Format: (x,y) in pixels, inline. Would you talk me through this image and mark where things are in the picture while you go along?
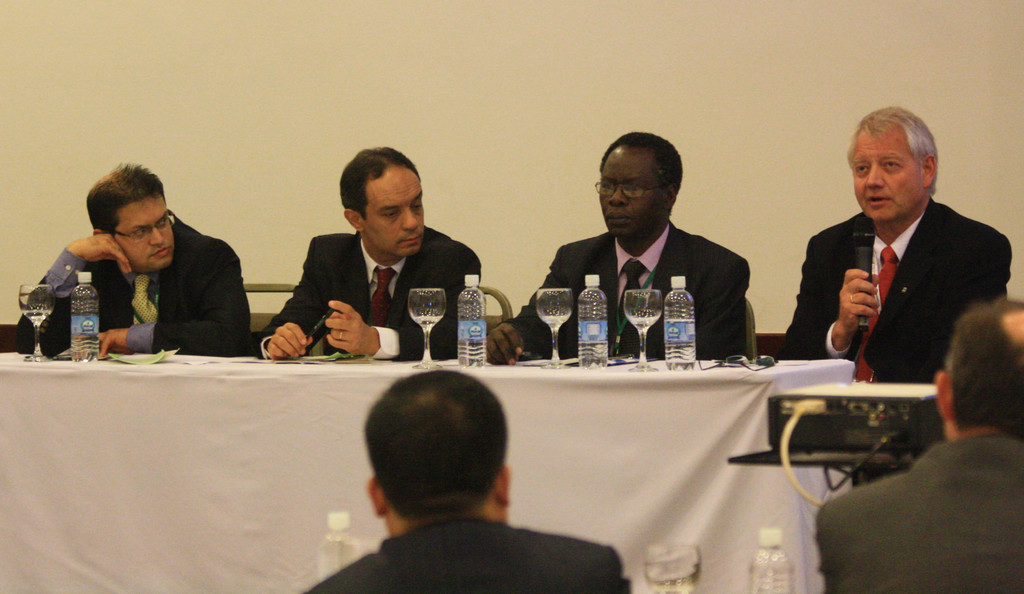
In this image I can see four persons (57,292) wearing blazers (212,312) and ties (376,298) are sitting in front of a table (269,377) and on the table (131,404) I can see few bottles (75,337), few glasses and few other objects (769,357). I can see a electronic device (875,402), a microphone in person's hand (846,329), two persons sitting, few water bottles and the cream colored wall (278,128) in the background (313,89).
